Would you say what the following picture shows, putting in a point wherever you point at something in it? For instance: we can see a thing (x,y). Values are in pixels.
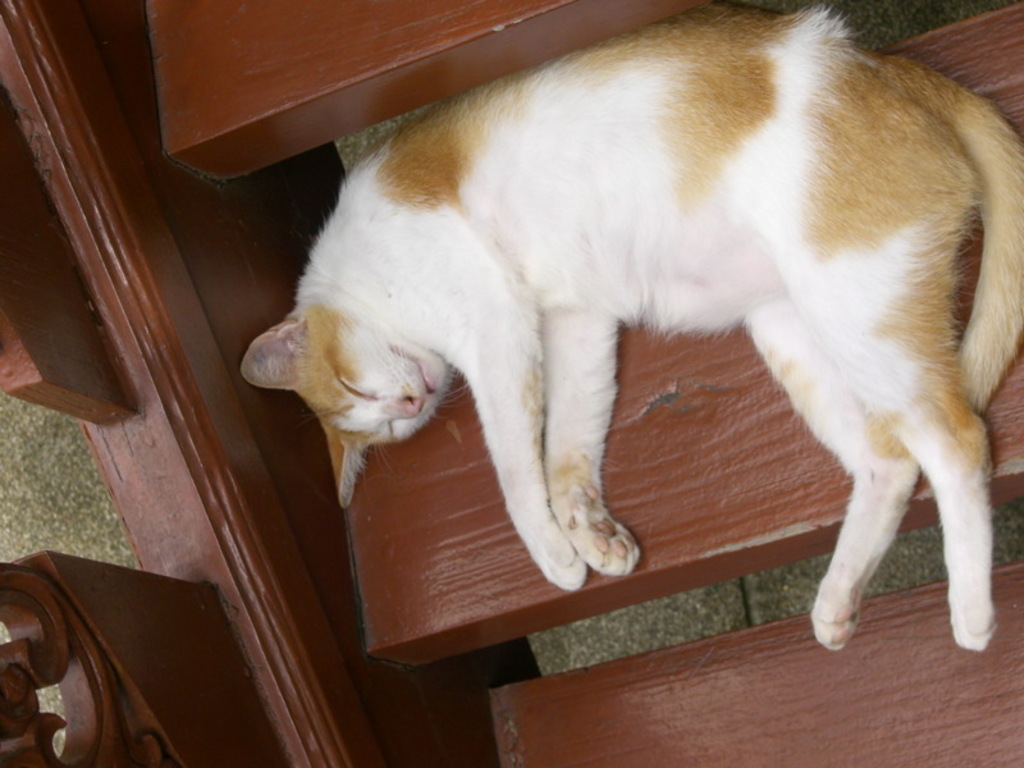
In the center of the image (533,359) a cat (450,274) is present on the stairs (453,594). In the middle of the image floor (42,494) is there.
